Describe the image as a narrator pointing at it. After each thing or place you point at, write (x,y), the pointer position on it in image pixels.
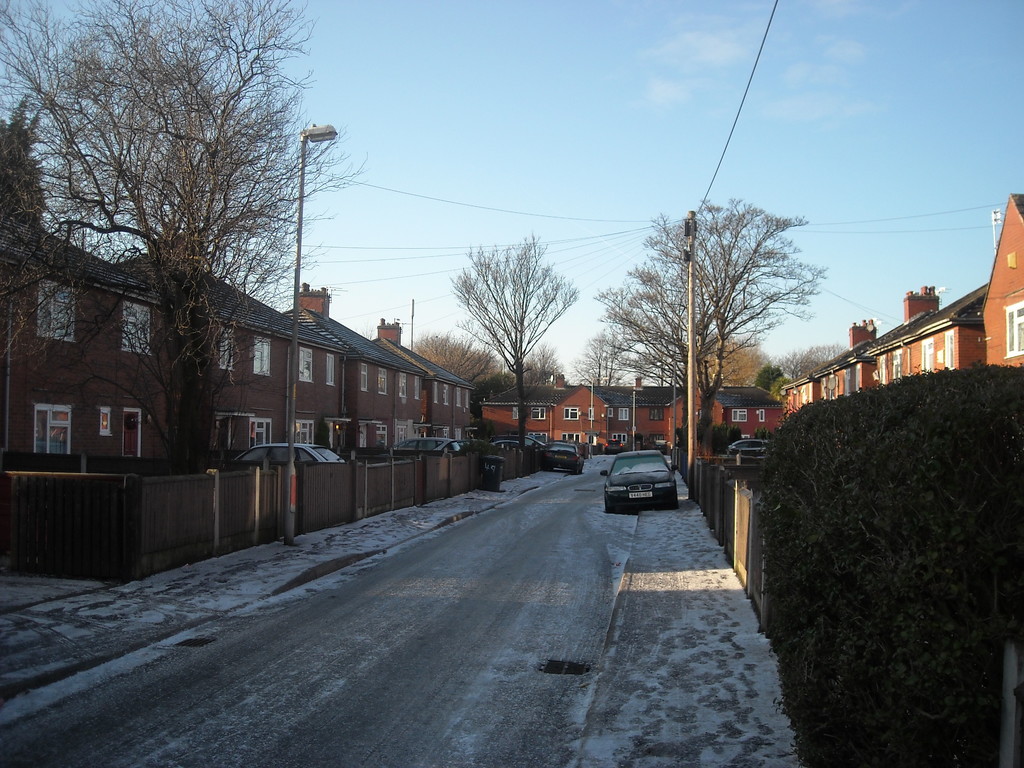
In this image there is road (598,459), there are vehicles (629,472), there is a dustbin (495,471), there is a pole (293,353), there is a street light (312,133), there are trees (190,226), there are houses (536,411), there are plants (730,434), there is sky (636,100), there are wires (536,243).
